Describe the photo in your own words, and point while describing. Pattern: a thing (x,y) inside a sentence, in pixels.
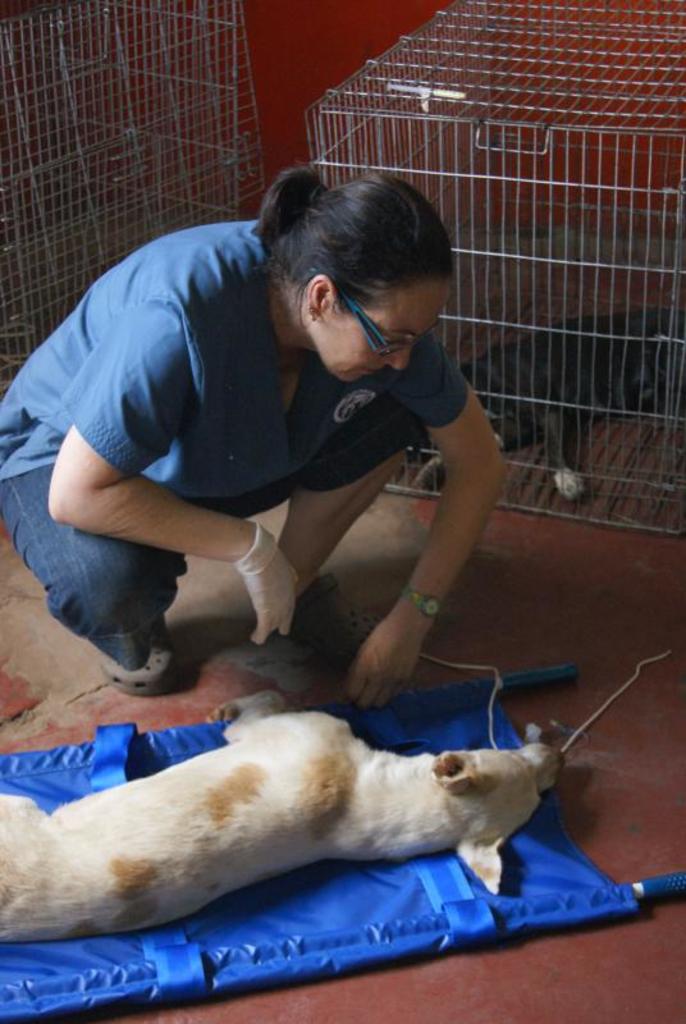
In this picture, there is a woman (219,437) wearing blue clothes (178,372). Before her, there is a dog (267,865) lying on the ground (441,989). It is in brown and cream in color. In the background (214,115), there are cages (544,183). In one of the cage (603,354), there is an animal (592,348).
